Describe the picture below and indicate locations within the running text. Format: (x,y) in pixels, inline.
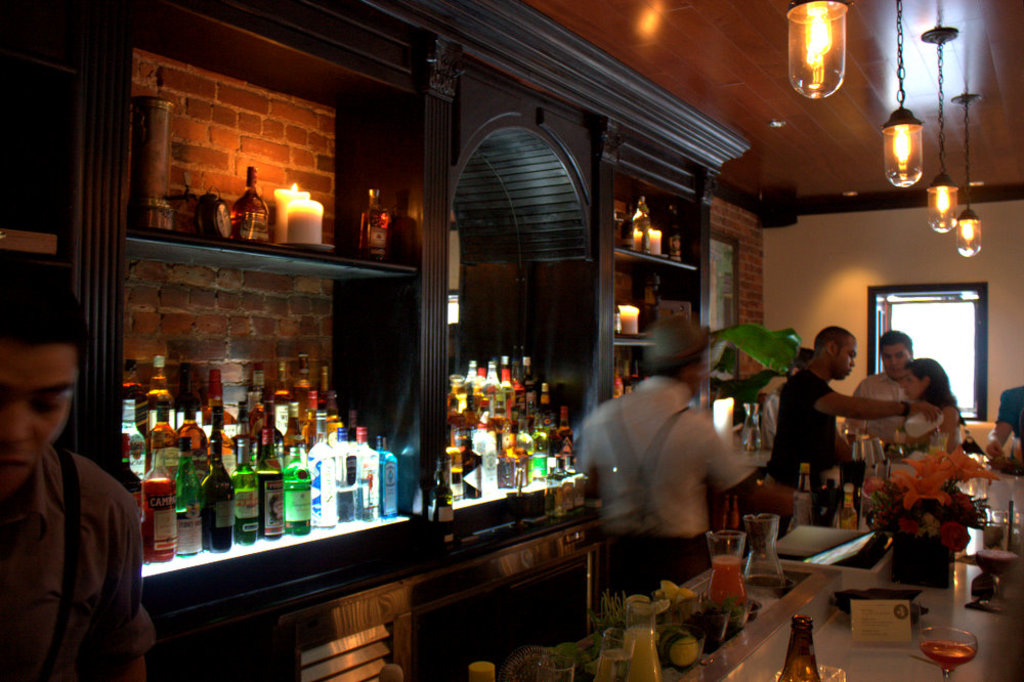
At the top (859,93) we can see ceiling (783,24) and lights (801,61). Here we can see candles (319,206) and bottles (366,246) in the racks (366,261). Here on the platform (878,643) we can see glasses (935,629), bottles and other objects (983,499). This is a wall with bricks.
